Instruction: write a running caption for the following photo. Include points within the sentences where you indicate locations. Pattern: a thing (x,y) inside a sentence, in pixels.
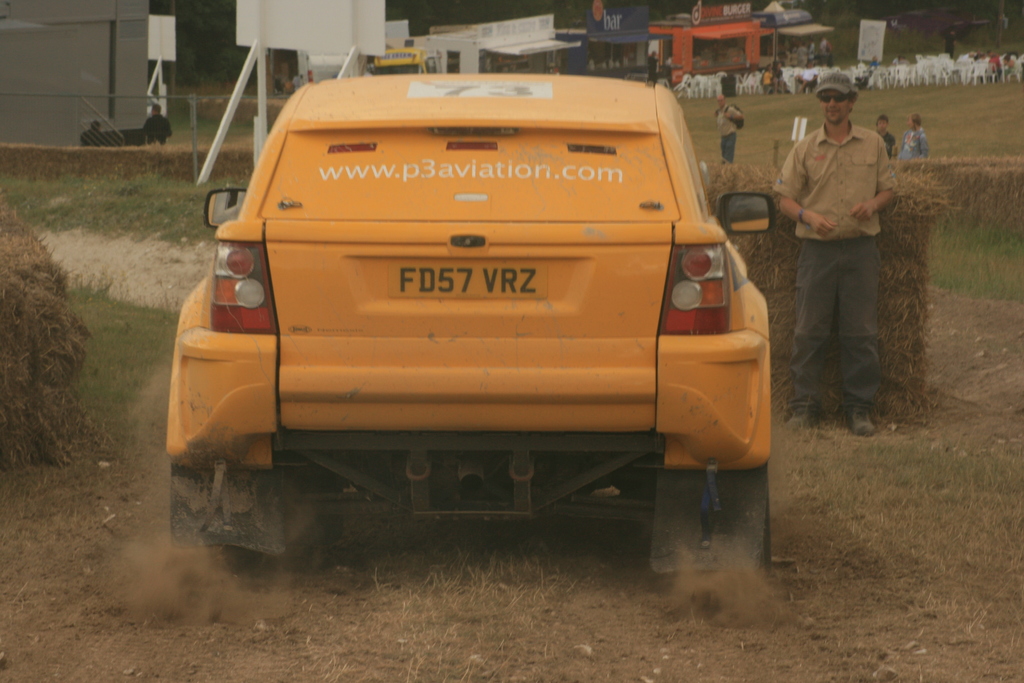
In front of the picture, we see a car (319,147) in yellow color. At the bottom (331,574), we see the grass (412,668) and the soil (318,610). Beside the car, we see a man (815,354) is standing. Behind him, we see the grass (976,285). In the middle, we see the people (719,114) are standing. In the right top (766,77), we see the people (777,75) are sitting on the chairs (789,83). Beside them, we see the stalls (534,35) or the buildings (525,57) in white, blue and orange color. Beside that, we see a vehicle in yellow color. On the left side (54,142), we see the fence (192,138) and the boards (271,15) in white color. We see a building (63,54) in grey color.
